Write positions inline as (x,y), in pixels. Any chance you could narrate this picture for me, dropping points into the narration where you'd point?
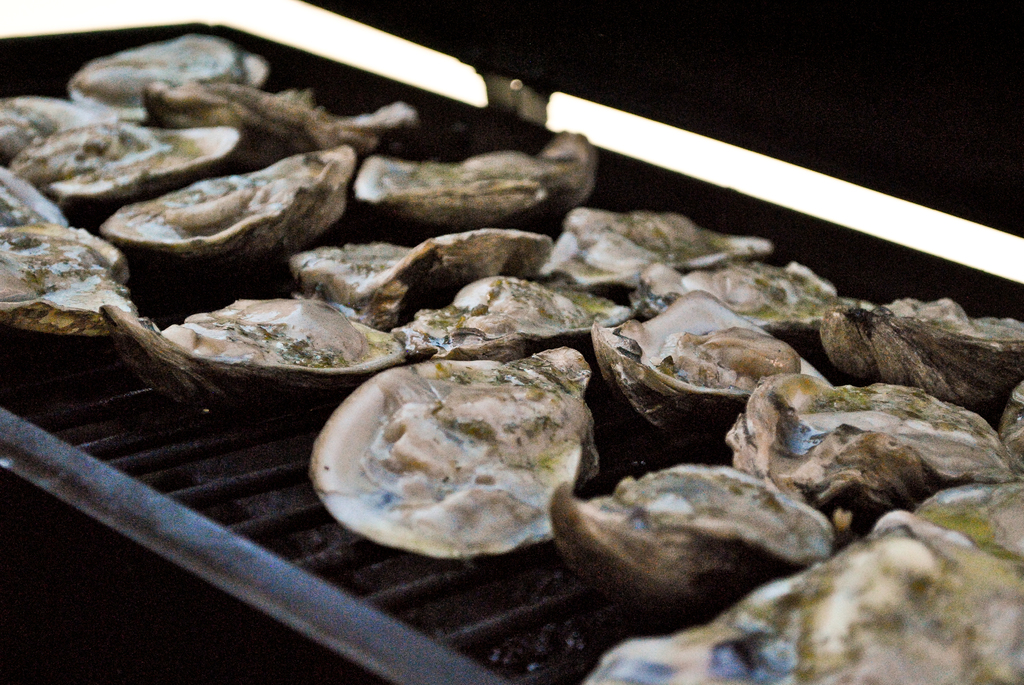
In this picture we can see some Chilean oyster (435,451) on the black color grill tray (258,532).
